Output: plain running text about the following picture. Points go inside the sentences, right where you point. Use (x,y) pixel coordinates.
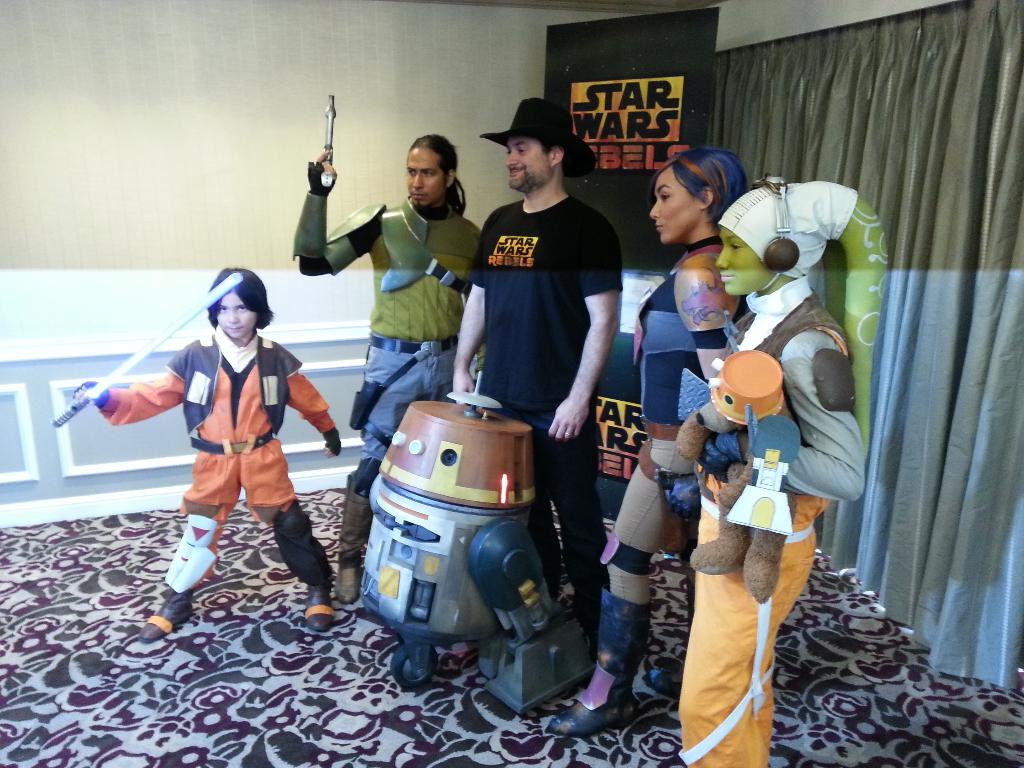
In the center of the picture (449,343) there are people (704,280) wearing different costumes (224,352). On the right (960,198) there is a curtain (963,408). In the center (619,375) the background (652,62) there is a banner (628,202). On the left (99,122) it is wall (45,260).
